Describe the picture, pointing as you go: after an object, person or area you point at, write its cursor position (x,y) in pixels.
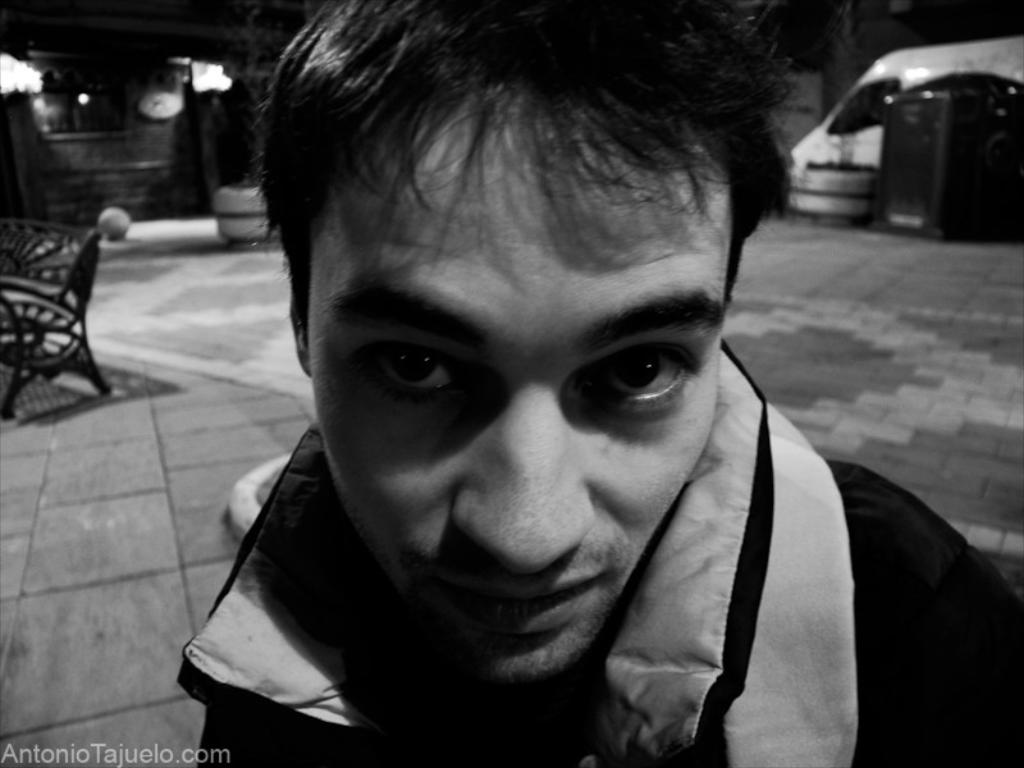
It is a black and white image. In this picture, we can see a person (553,502) is watching. Background (1017,501) we can see a blur view. Here there is a bench (68,336), path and few objects (967,78). On the left side (187,756) bottom corner, there is a watermark (201,749) in the image.
